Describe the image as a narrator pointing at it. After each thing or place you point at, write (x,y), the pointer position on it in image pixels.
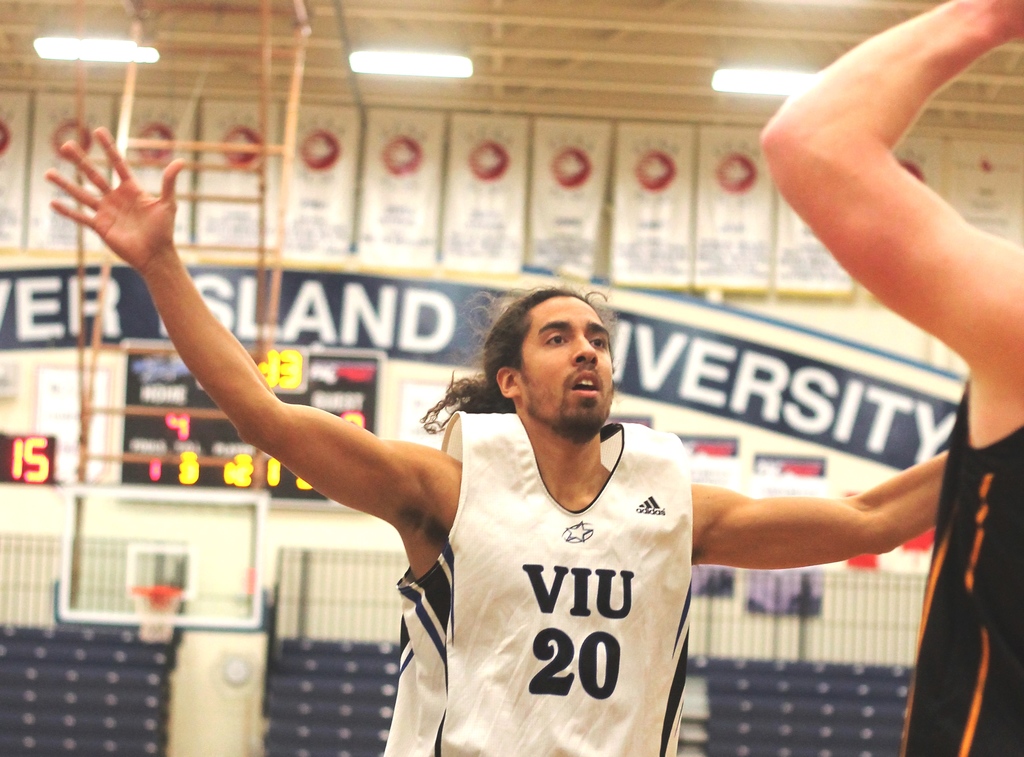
In this picture we can see there are two people (611,637) on the court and behind the people (581,627) there is a scoreboard (362,402) and a wall (505,125). There are ceiling lights (58,48) on the top (77,47).
